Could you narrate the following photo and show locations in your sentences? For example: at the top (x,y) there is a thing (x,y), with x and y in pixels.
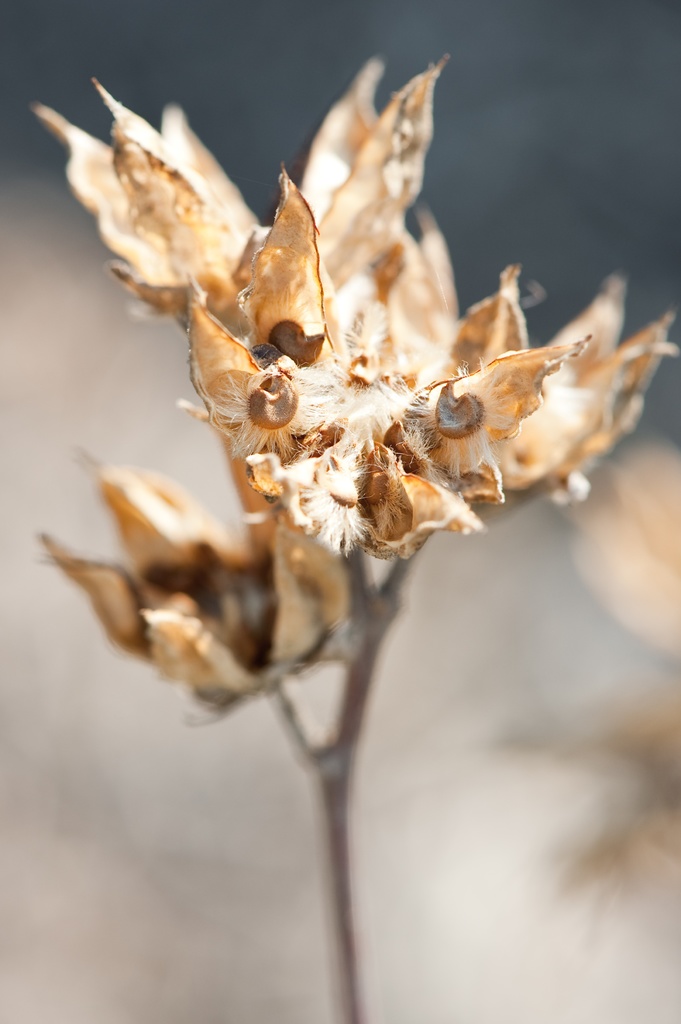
In this image we can see a plant (348,781). There is a blur background (98,913) in the image.
